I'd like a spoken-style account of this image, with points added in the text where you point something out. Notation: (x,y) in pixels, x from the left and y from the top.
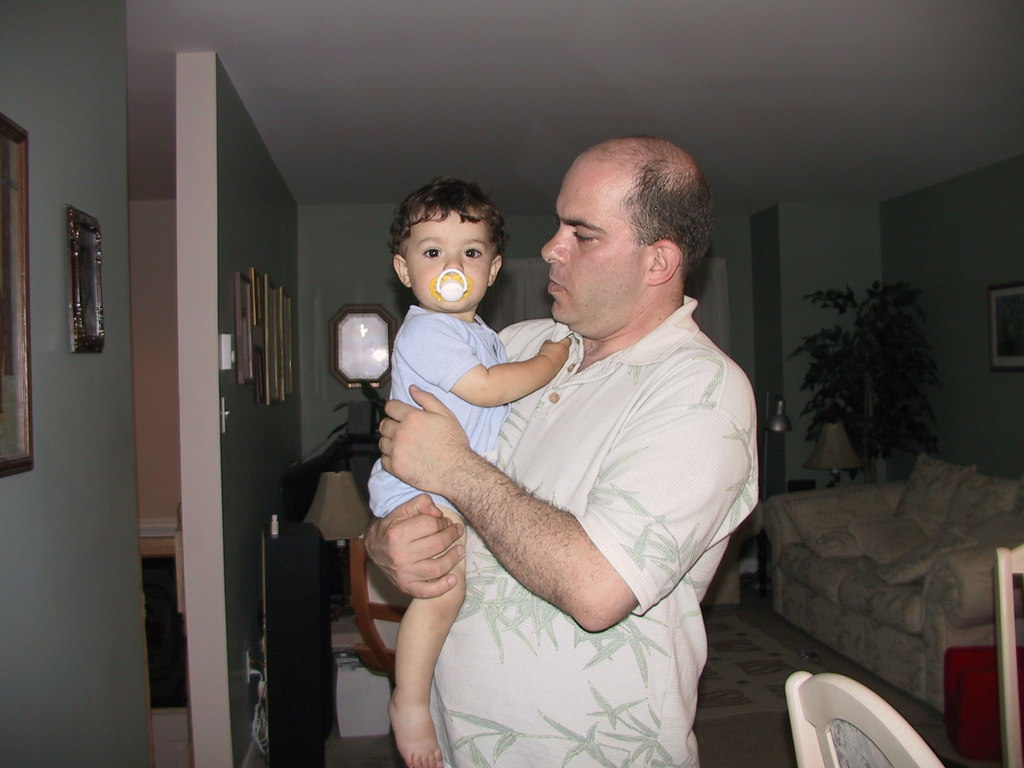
In the image we can see a man (578,571) standing wearing clothes (632,531) and the man (499,490) is holding a baby (377,467). Here we can see the plant (885,361), sofa (891,549), chairs (857,706) and the floor (748,649). Here we can see frames (281,341) stick to the wall (297,317) and the lamp (355,519).
